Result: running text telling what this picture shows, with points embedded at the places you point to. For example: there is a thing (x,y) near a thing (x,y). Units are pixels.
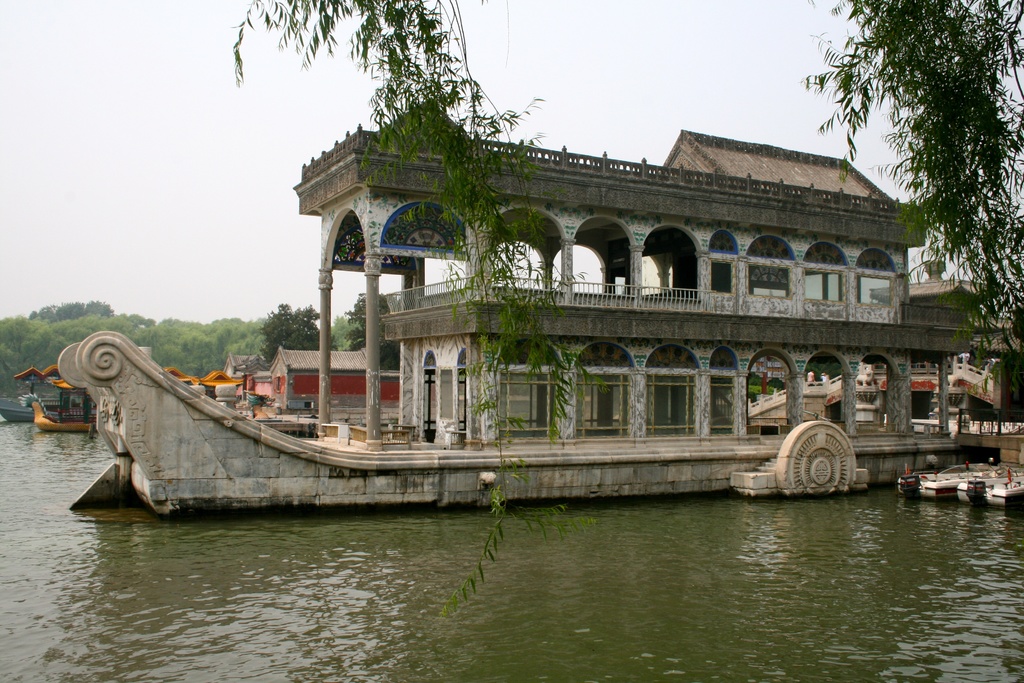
In this image we can see boats (166,375) on the water (829,604). In the background (75,281) there are buildings (678,319), windows (615,351), fences (406,430), trees (212,366) and clouds (282,85) in the sky (219,20).
